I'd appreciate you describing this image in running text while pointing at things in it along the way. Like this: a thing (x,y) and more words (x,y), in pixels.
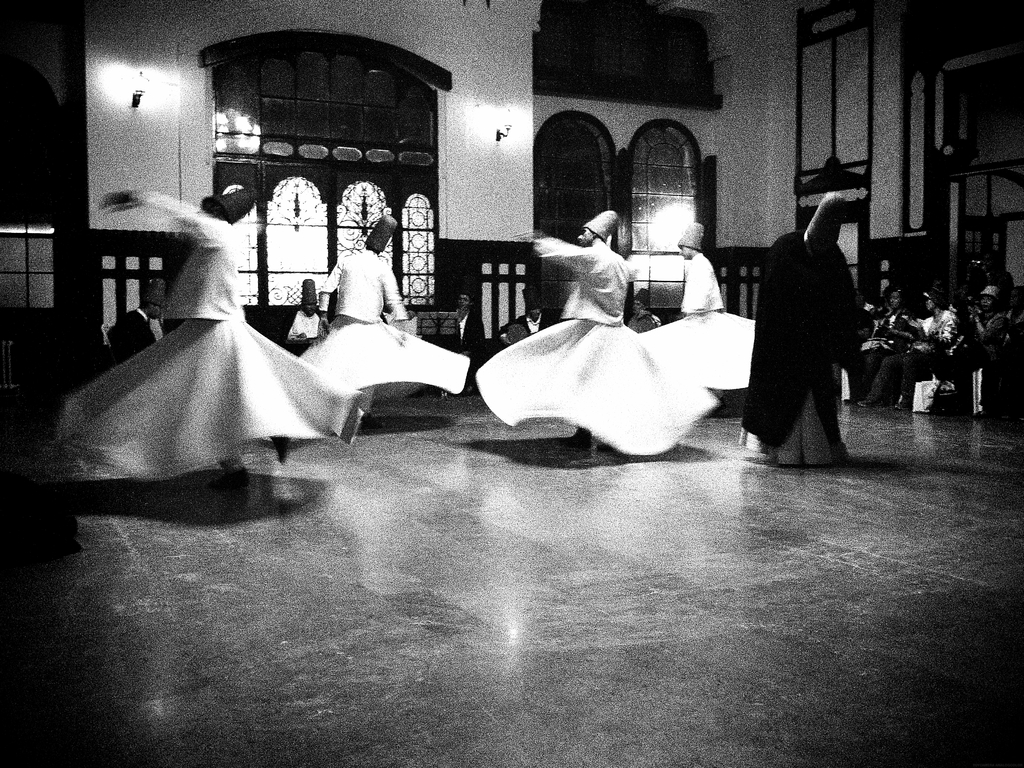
This is a black and white image. There are people (151,431) dancing. To the right side of the image (985,289) there are people (1009,322) sitting on chairs (937,387). In the background of the image (174,76) there is a wall (187,103). There are lights (497,122) on the wall (152,81).
